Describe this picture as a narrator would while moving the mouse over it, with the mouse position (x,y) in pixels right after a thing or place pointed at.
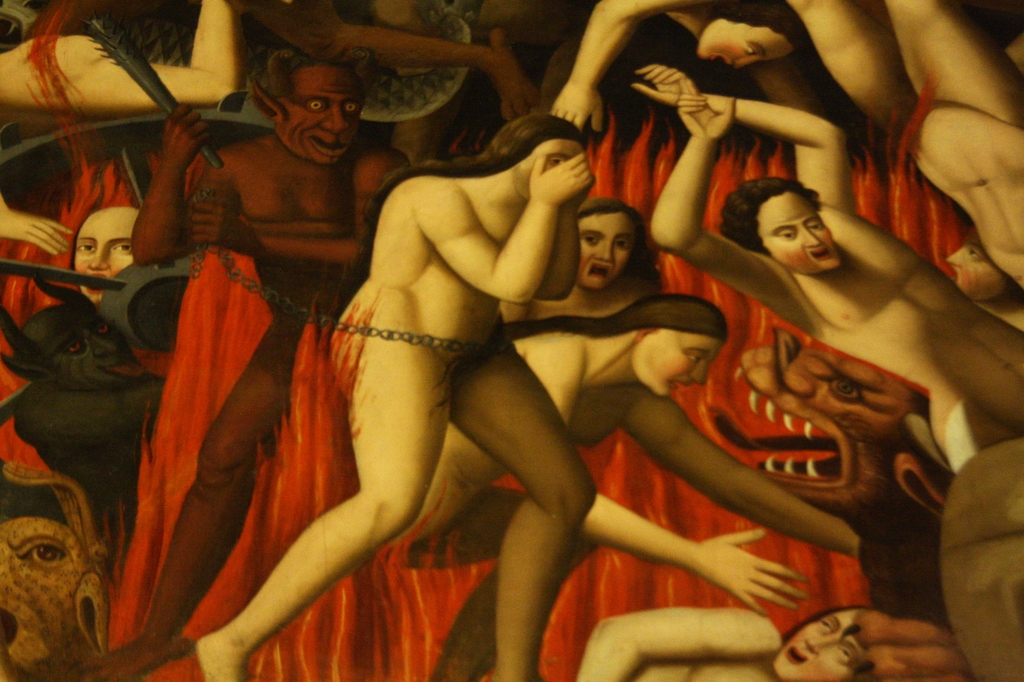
In the picture we can see a painting (308,599) of hell with some people (167,625) beating some people (1015,416) who are nude and between them we can see fire (318,665).
